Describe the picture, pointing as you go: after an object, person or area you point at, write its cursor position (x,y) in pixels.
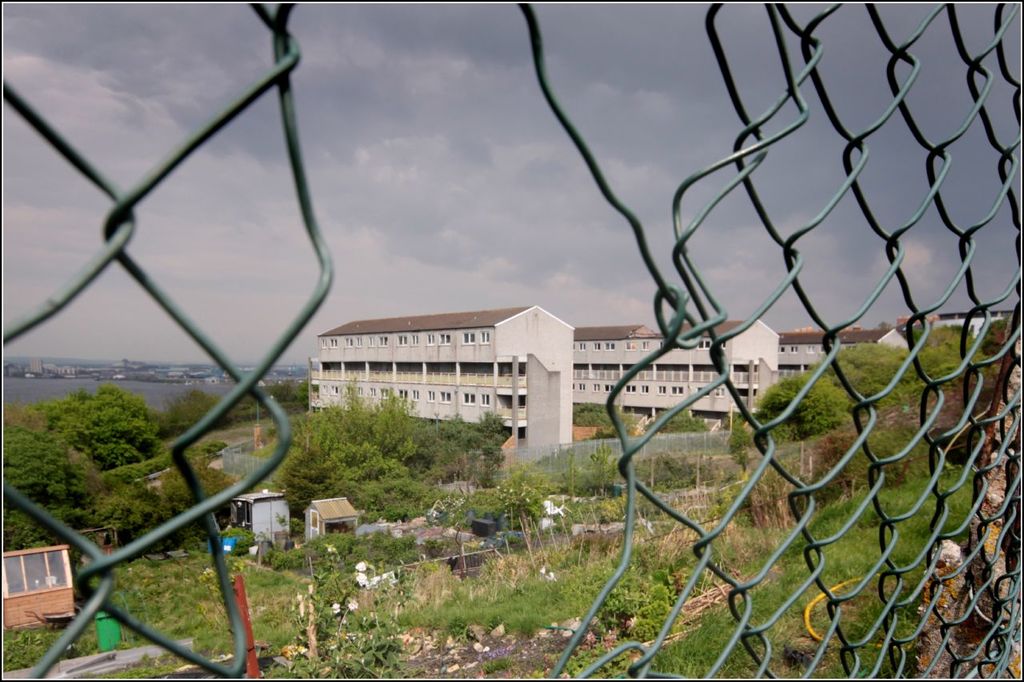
In this image there is wire fence (131,626), trees (52,450), plants (278,561), houses (554,373), water (28,396), and in the background (472,28) there is sky (488,137).
